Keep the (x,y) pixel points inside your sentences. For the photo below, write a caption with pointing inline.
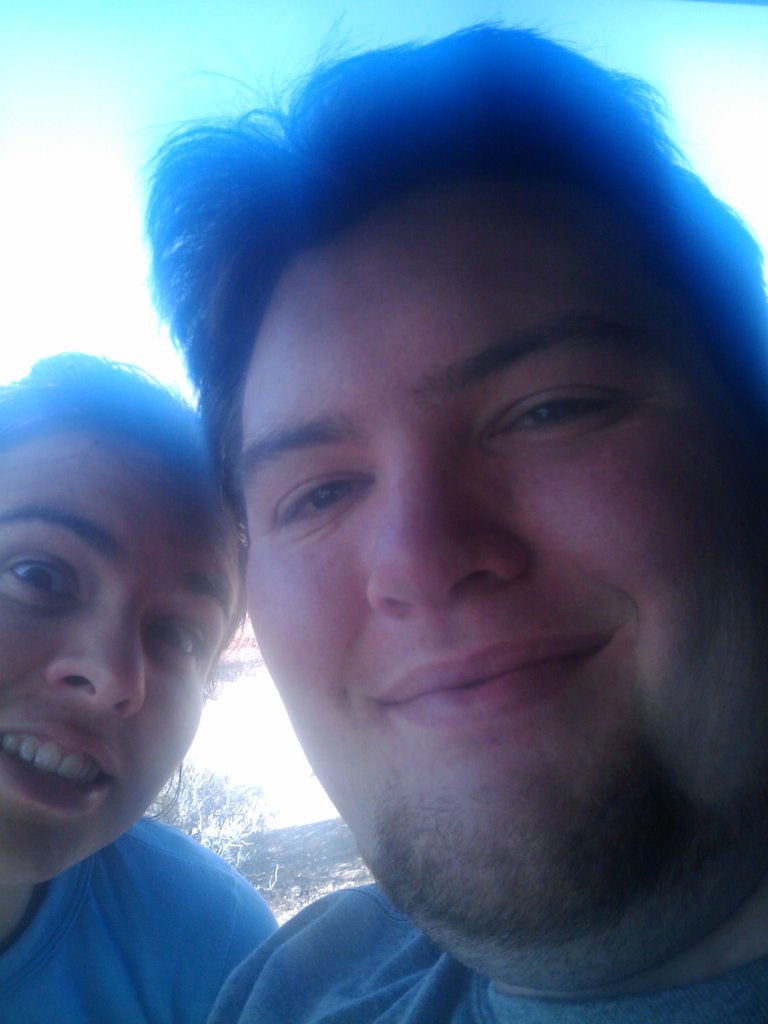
In this picture we can see two people (270,910) and we can see sky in the background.
